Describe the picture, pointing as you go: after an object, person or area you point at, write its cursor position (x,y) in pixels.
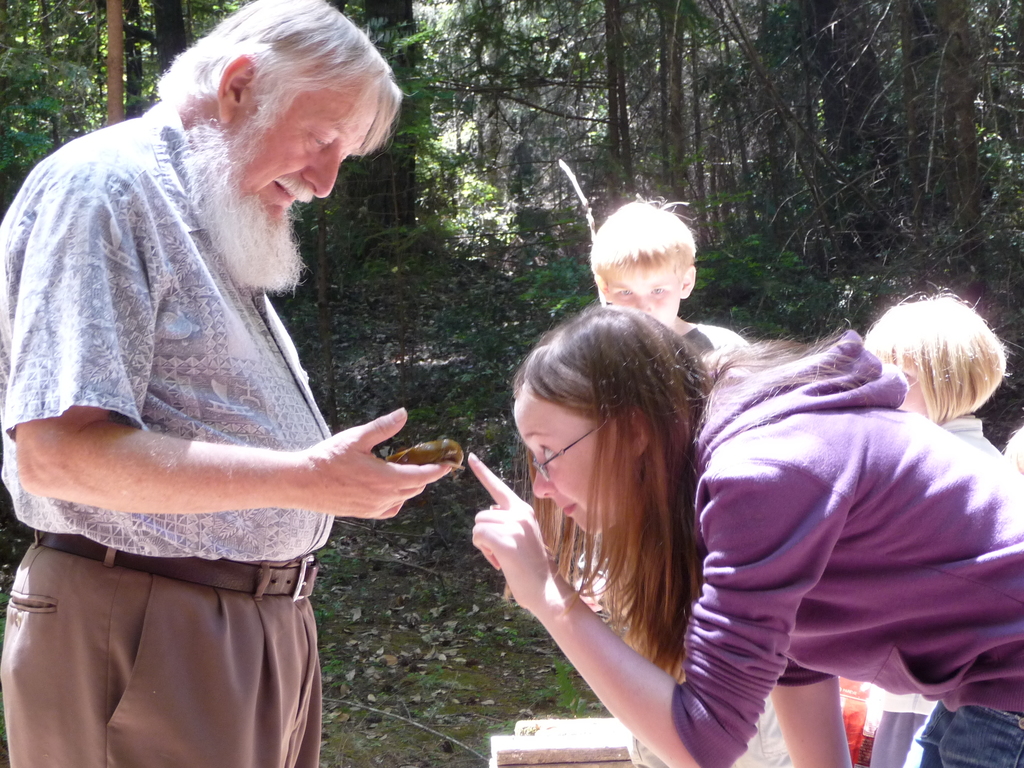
In this picture we can see two persons (905,521) and two kids (913,389) standing in the front (733,332), a person (210,568) on the left side (154,528) is holding something, in the background (603,96) there are some trees (626,90).
